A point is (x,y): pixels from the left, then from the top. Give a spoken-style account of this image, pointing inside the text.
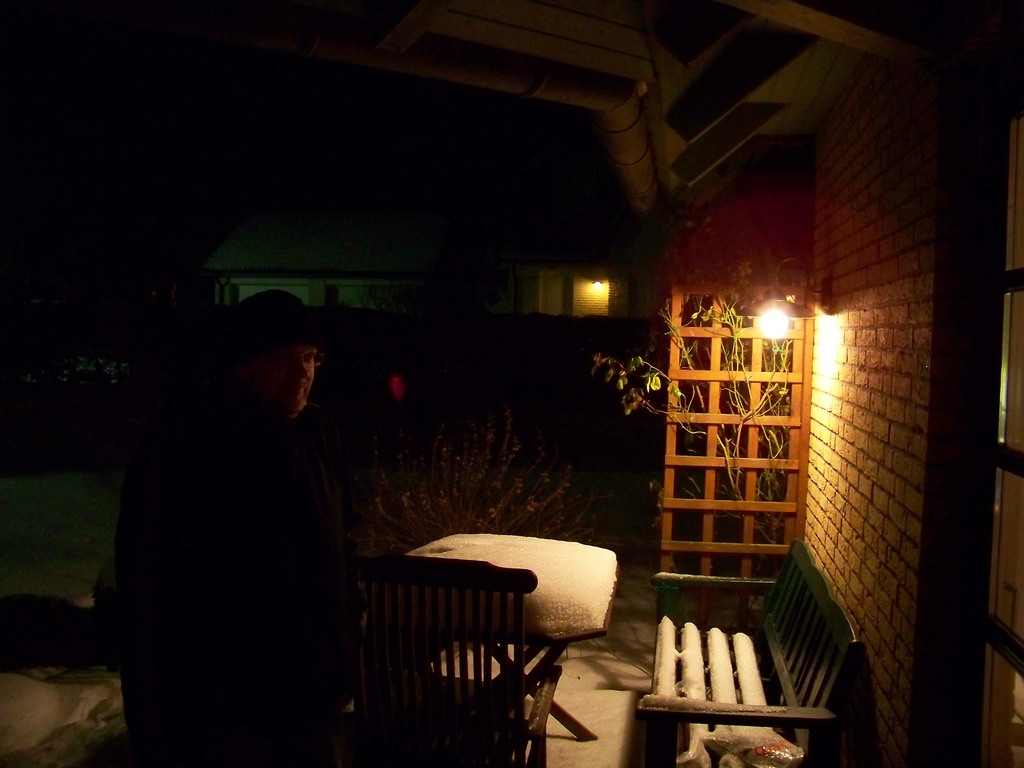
In the foreground of this image (332,560), there is a man (227,529) standing, a chair (547,699), a table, bench (786,626), wall (829,469), light (794,316) and plants (439,481). In the background (412,258), there is a building (270,251) in the dark.
